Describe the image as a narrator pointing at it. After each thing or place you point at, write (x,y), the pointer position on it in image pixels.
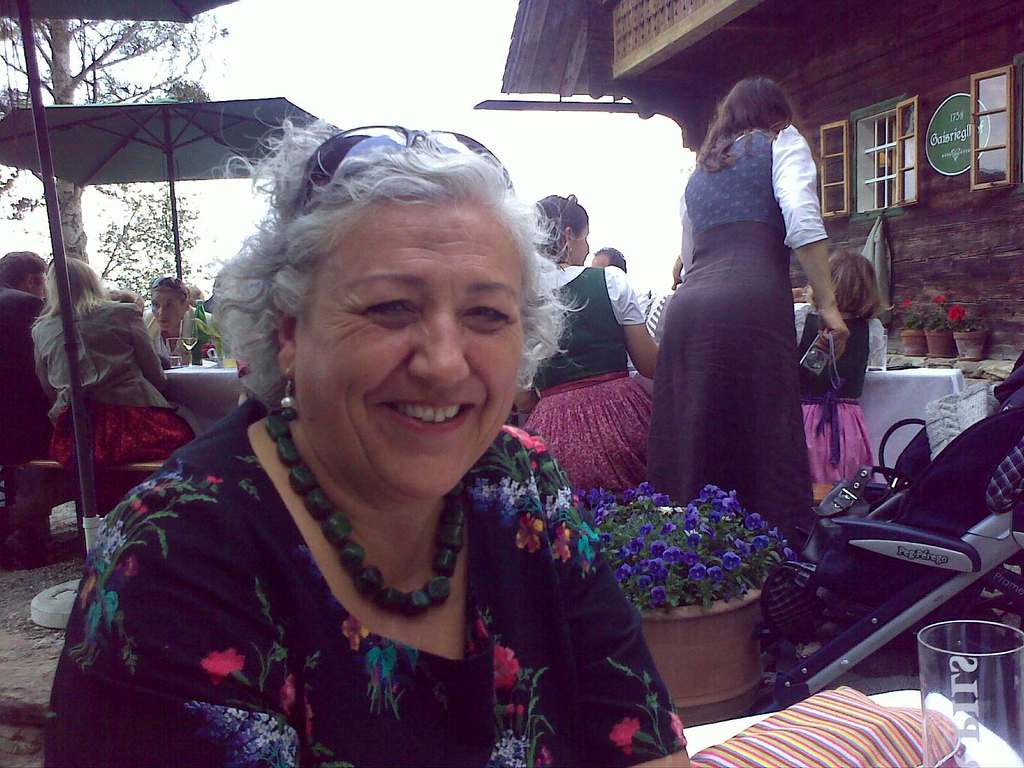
In the foreground (520,709) I can see a group of people (723,137) are sitting on the benches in front of a table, huts (33,139) and houseplants (762,561). In the background (1018,353) I can see a building (879,112), windows (893,112), trees (129,248) and the sky (526,111). This image is taken may be during a day in the hotel (925,119).
